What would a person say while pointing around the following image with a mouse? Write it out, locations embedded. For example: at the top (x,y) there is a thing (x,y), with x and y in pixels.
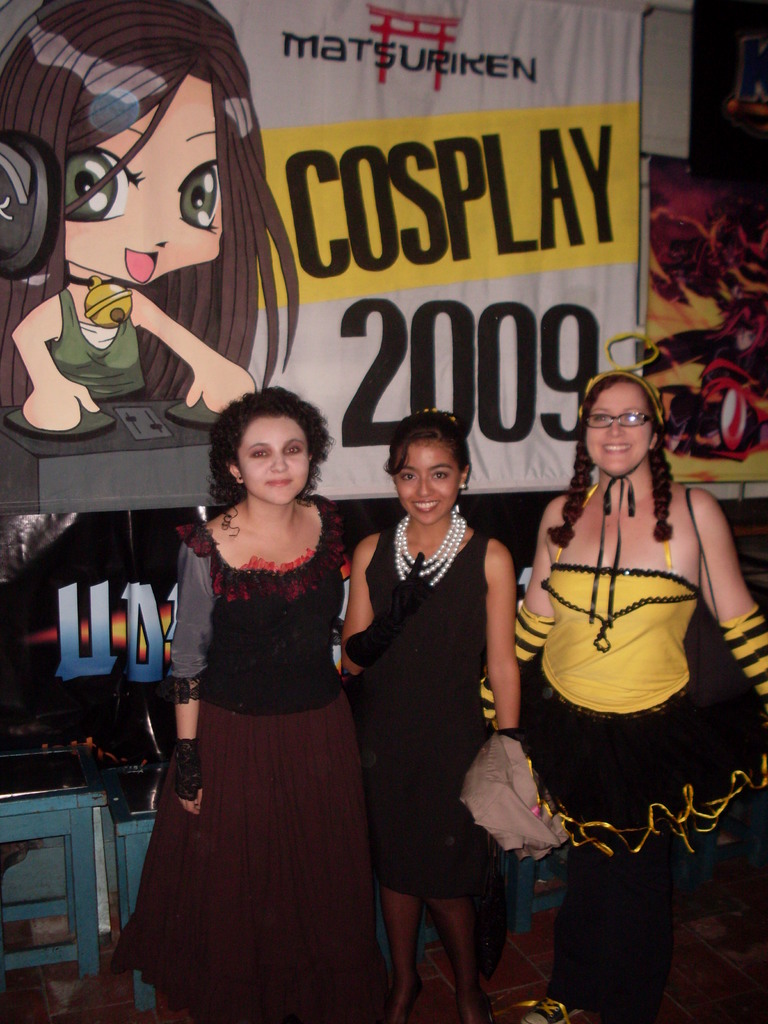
In the center of the image (287,419) there are three persons (665,972) standing. In the background of the image (520,302) there is a banner (286,8).
